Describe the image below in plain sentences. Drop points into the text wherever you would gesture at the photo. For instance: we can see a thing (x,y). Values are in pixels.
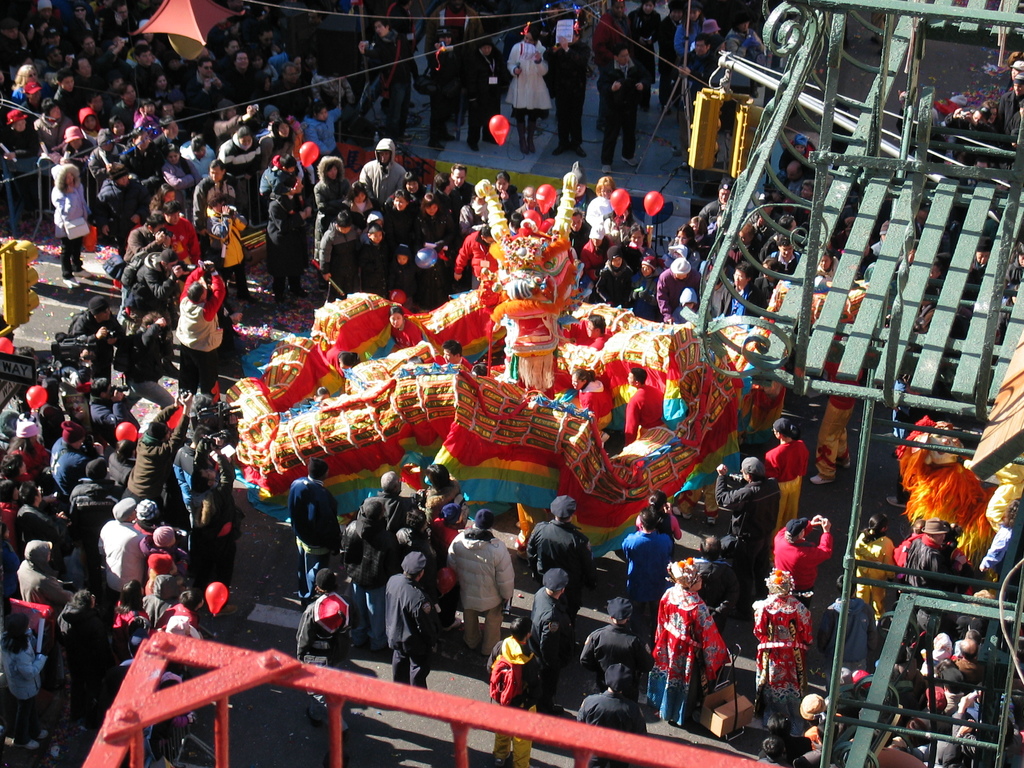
This picture shows many people (94,167) standing on the road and we see a dragon costume (291,470) and a metal fence (1005,8) and we see toy balloons (504,126) and signal lights (712,131).
